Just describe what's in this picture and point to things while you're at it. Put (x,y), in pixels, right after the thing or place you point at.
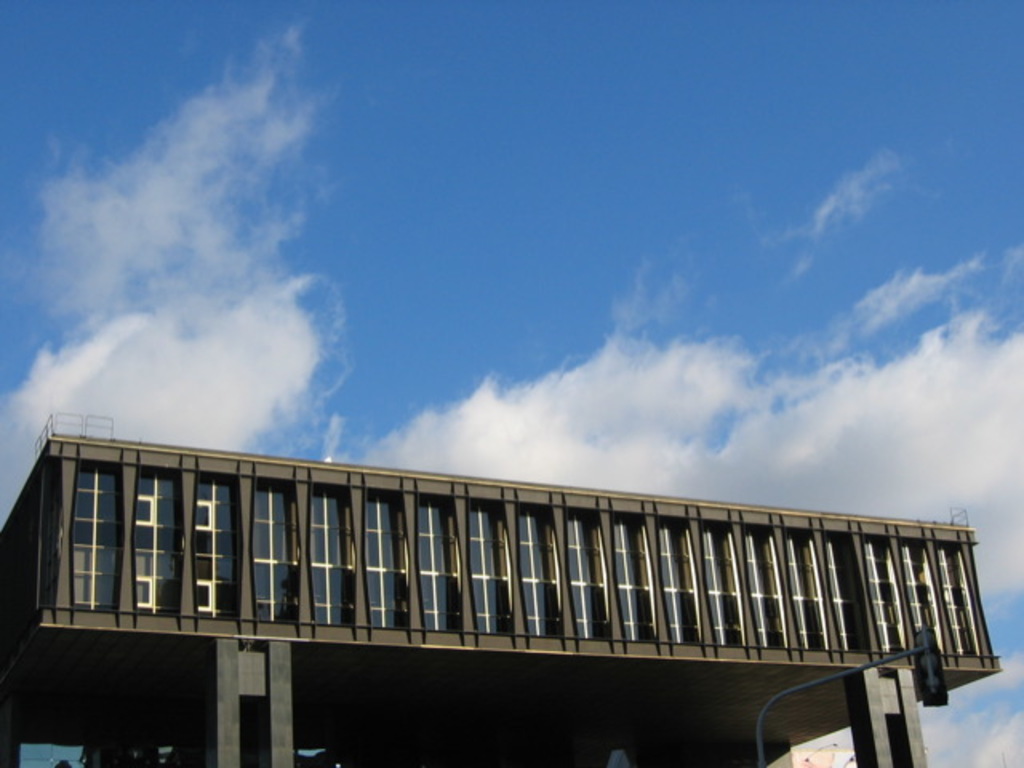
In this picture we can see a building (480,590), pole (783,691), some objects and in the background (641,395) we can see the sky (297,240).
